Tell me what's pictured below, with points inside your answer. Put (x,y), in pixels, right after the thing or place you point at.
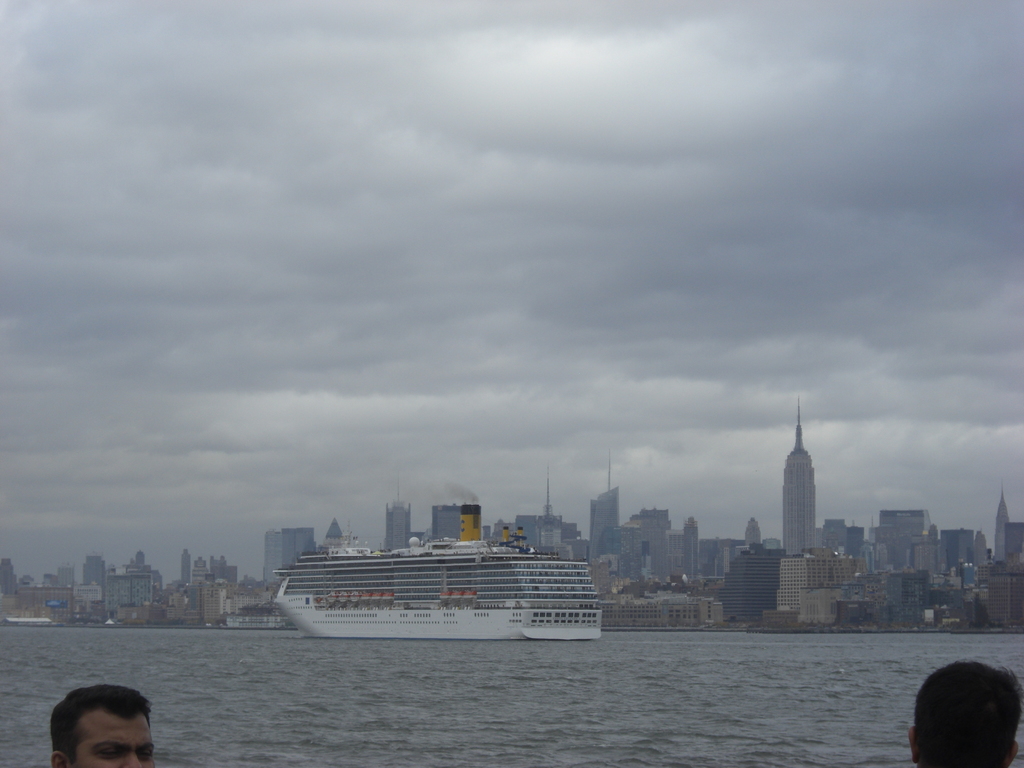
In the center of the image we can see a ship (598,621) on the water (565,721). At the bottom (984,730) there are people (936,753). In the background (675,605) there are buildings (842,540) and sky (515,295).
